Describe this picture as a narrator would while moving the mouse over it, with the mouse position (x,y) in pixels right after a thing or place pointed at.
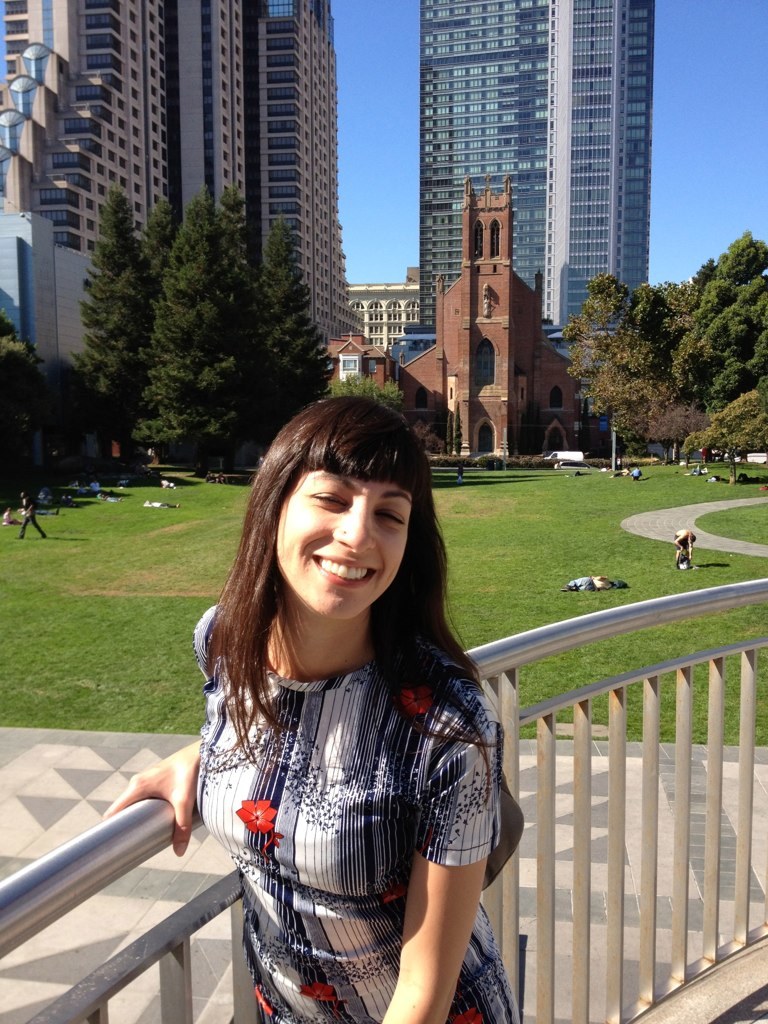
In this image we can see a woman (359,725) standing and holding an iron railing (519,667), there are few people (43,514) and objects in the ground (609,475), there are trees (229,334), buildings (439,223) and sky (404,128) in the background (426,100).
